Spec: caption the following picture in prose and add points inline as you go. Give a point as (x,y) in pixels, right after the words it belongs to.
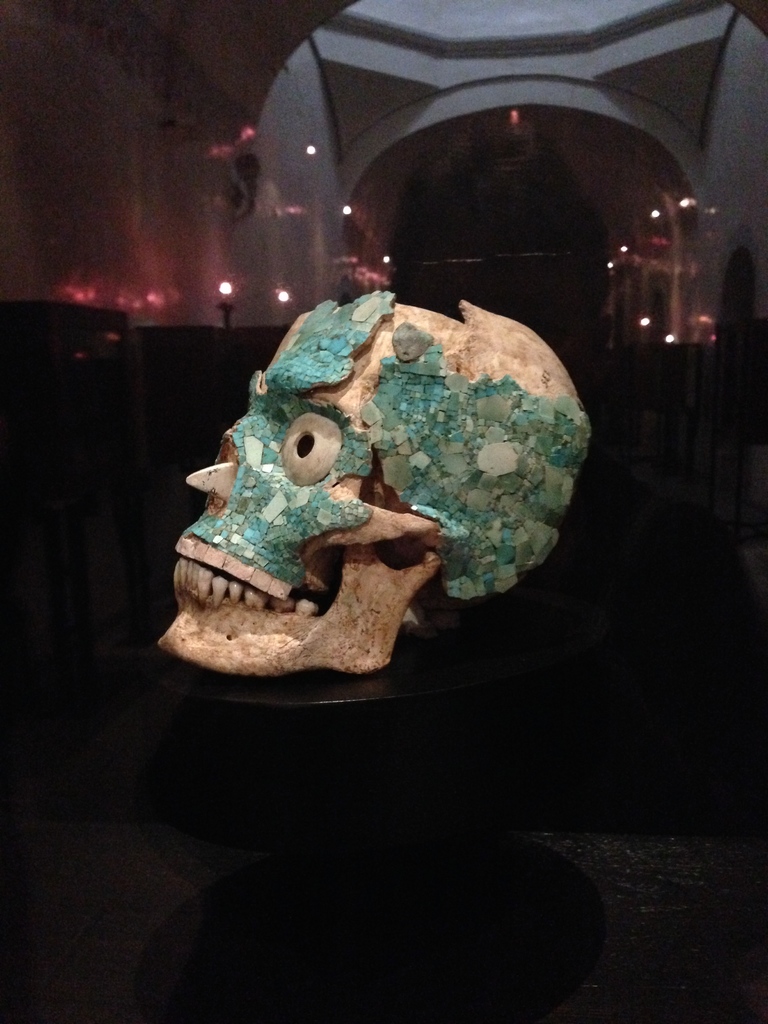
In this image, I can see a skull (258,584) on the table (314,697). In the background (165,390), I can see lights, few objects (244,339) and an arch (664,229).
